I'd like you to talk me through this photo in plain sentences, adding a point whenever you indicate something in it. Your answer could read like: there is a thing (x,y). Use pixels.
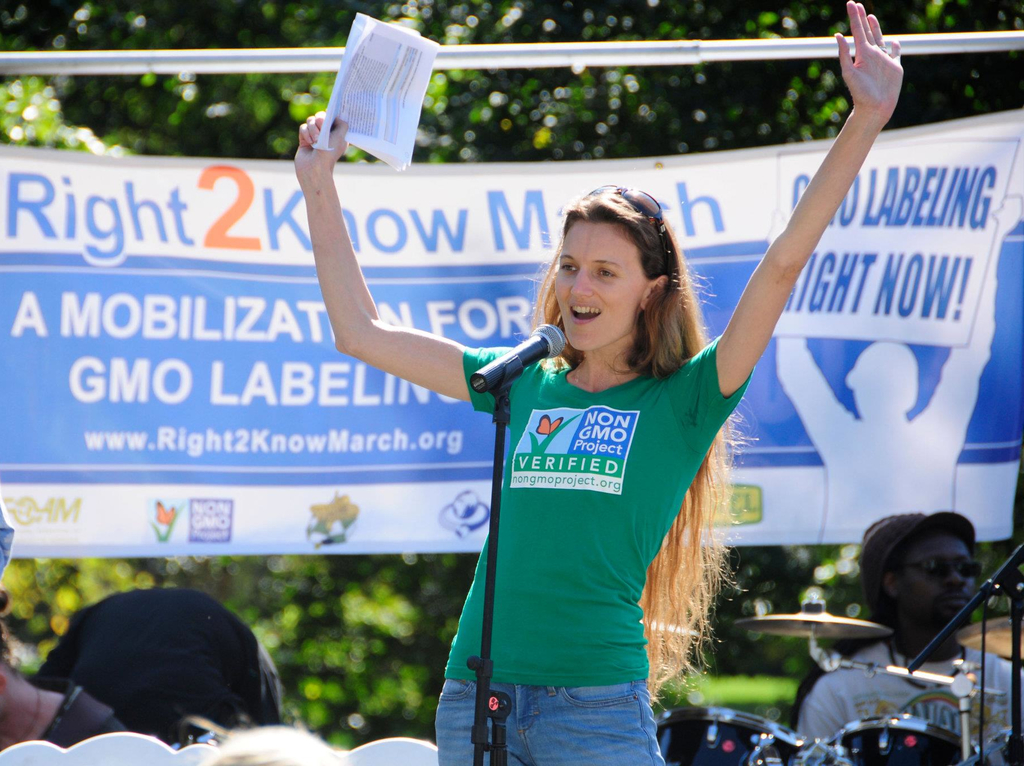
In this picture there is a girl (543,404) in the center of the image (671,379), by holding papers (357,136) in her hand (332,135) and there is a mic (516,362) in front of her, there are other people (830,677) and drum set (805,621) at the bottom side of the image (990,629) and there is a flex (159,196) in the center of the image (377,474), there are trees (255,75) in the background area of the image (248,93).
